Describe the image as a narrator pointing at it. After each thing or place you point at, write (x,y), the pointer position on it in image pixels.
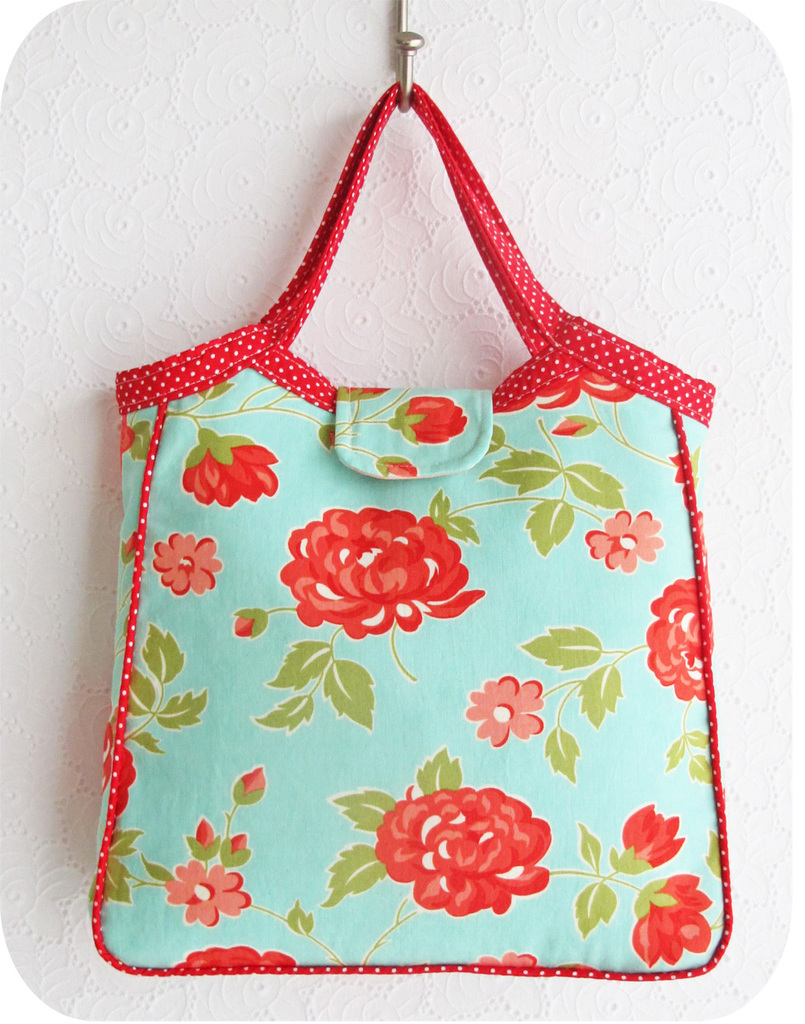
In the picture there is image of red and blue color bag (474,573) which is hang to a hanger (403,57).
